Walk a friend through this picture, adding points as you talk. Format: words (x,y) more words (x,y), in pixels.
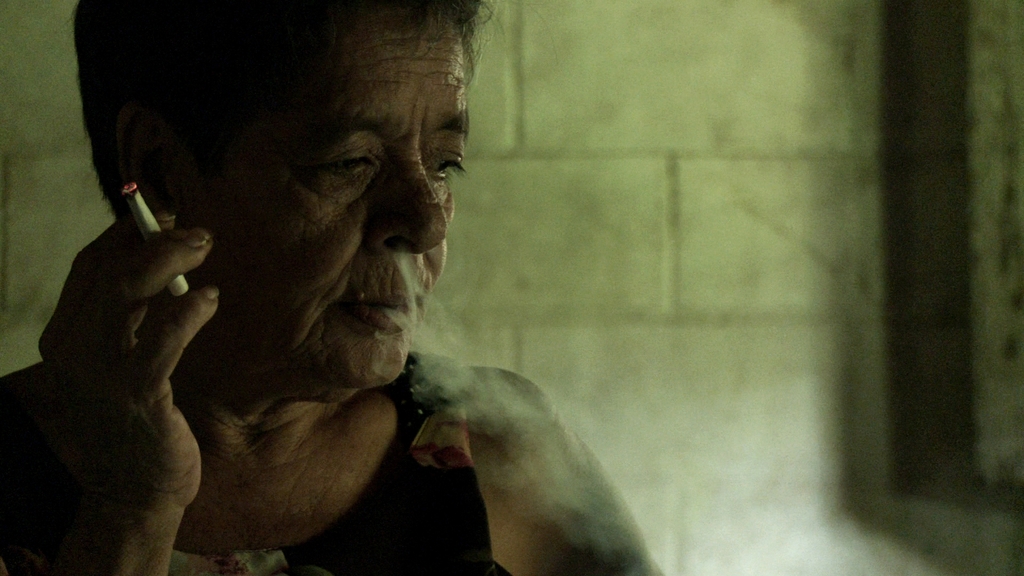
In this image we can see a woman (287,284) on the left side (303,302) and she is holding a cigarette (184,292) in her fingers (176,257) and there is smoke (399,309) coming out from her nose (398,231) and mouth (399,327). In the background (518,208) we can see the wall (36,328).
